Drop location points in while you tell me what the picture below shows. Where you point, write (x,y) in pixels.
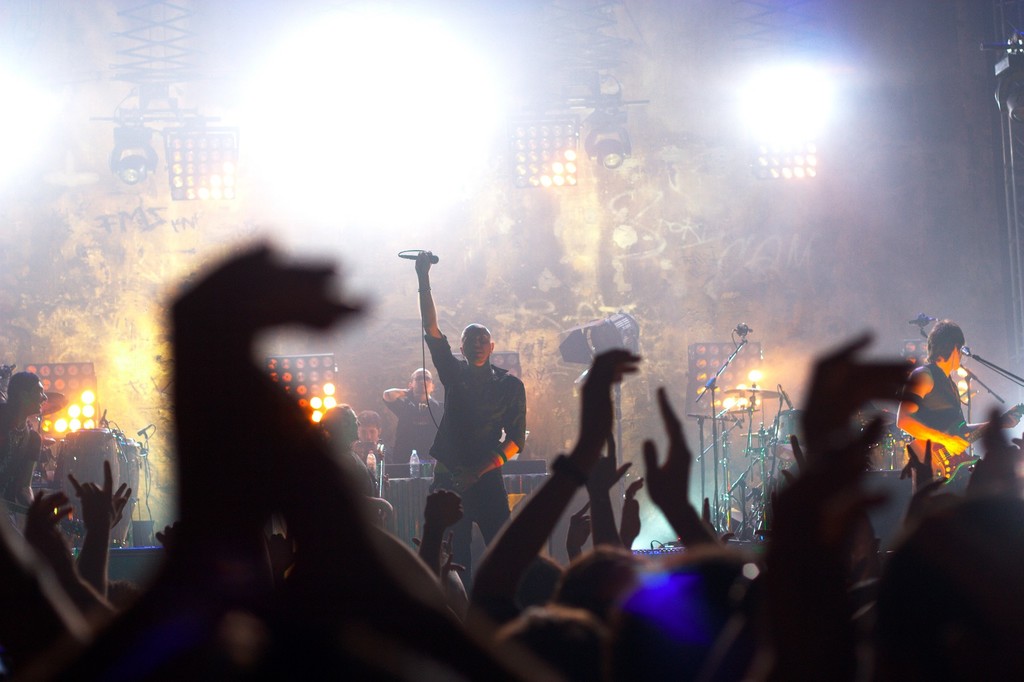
In the center of the image (481,423) we can see a man (469,449) is standing and raising his hand (417,270) and holding a mic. In the background of the image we can see the stands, musical instruments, lights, board (718,258), table (432,482). On the table (414,489) we can see the bottles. On the left side of the image (29,397) we can see a man (41,403) is shouting. On the right side of the image (941,375) we can see the mics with stands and a man (951,396) is standing and holding guitar (948,465). At the bottom of the image (812,543) we can see a group of people (538,596) are standing and raising their hands (832,516).
